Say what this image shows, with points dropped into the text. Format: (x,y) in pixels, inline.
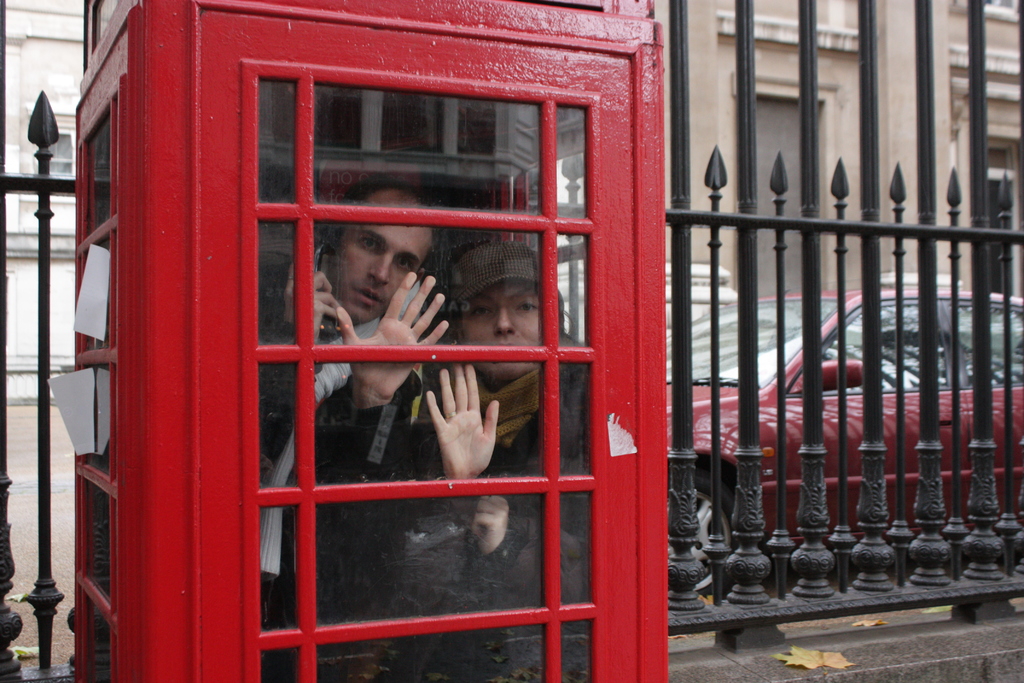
On the left (146,34) we can see a red color compartment (221,597), in which there are two persons (335,300). In the middle (682,302) we can see car (946,335), railing (783,316), dry leaves (821,655), road (60,479) and wall (968,648). In the background (882,21) it is building (788,157).
